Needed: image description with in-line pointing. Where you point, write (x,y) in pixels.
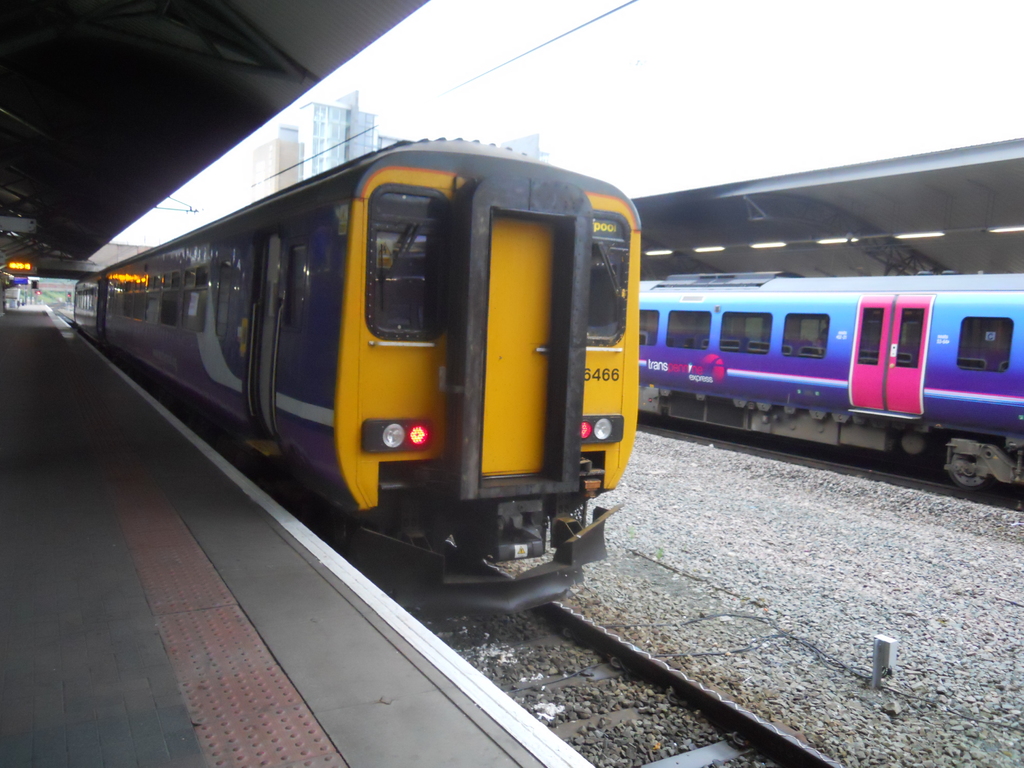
The picture is clicked inside a railway station (654,663). In the foreground (39,430) we can see stones (643,587), railway track (677,691), train (263,377) and platform (203,548). On the right (845,322) there are train (902,338), light (783,246), shed (857,204) and stones (823,497). In the middle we can see buildings (284,144). At the top (458,76) there is sky (602,62). On the left (20,266) we can see light (16,264).
